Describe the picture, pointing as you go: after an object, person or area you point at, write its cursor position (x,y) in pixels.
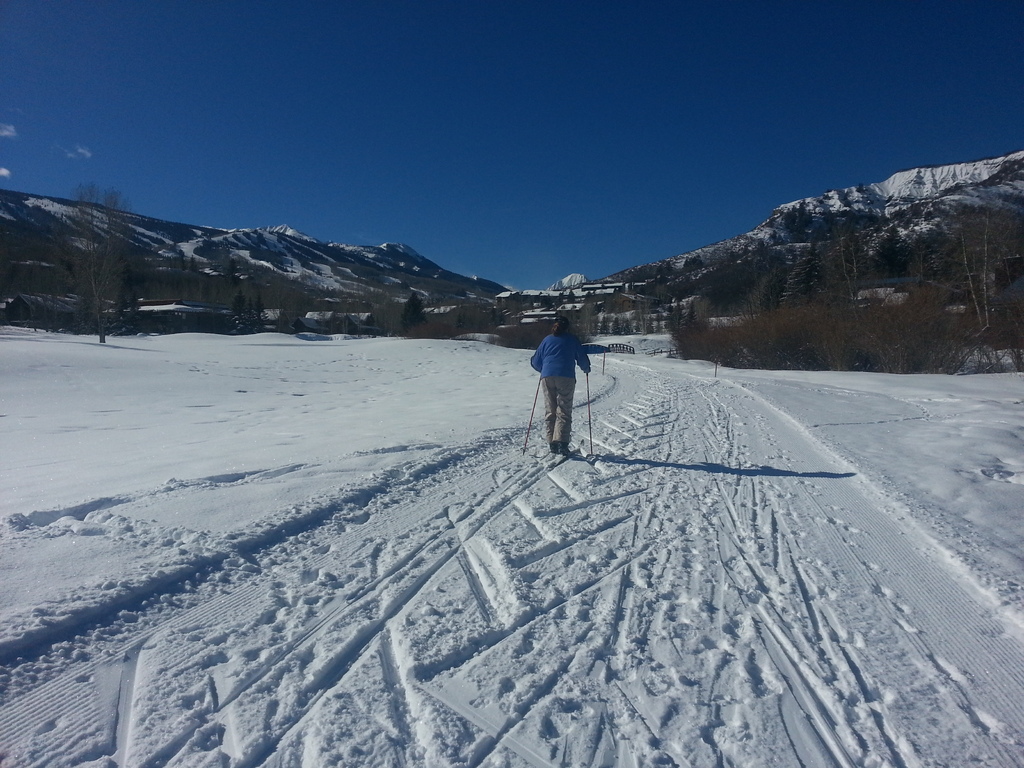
This picture is clicked outside the city. In the center (574,374) we can see a person (557,360) seems to be skiing on a ski-boards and we can see there is a lot of snow (326,397). In the background (338,79) we can see the sky (715,82), hills (904,189), trees (943,264) and plants (775,321) and some other objects (279,311).
